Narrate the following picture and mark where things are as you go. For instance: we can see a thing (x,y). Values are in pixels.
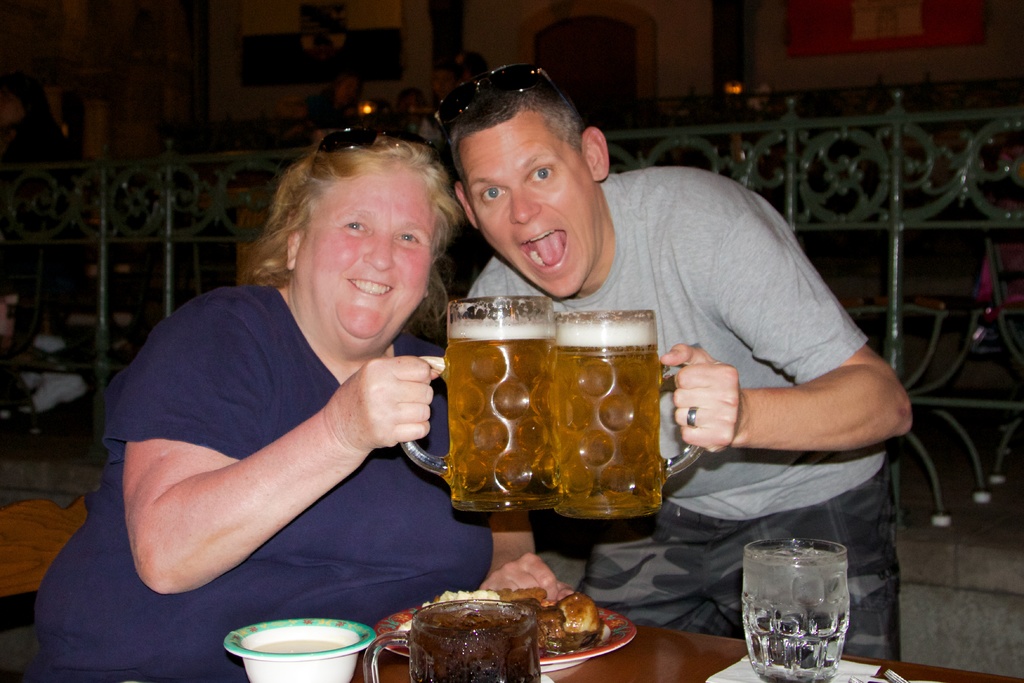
In the picture we can see a man (694,537) and a woman (256,396), woman (123,645) is sitting near the table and holding a mug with beer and man (681,540) is also holding a mug (629,485) with beer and in front of them we can see a part of the table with a plate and food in it and beside it we can see a bowl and a two glasses (787,670), one is with a drink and one is with water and behind the man (672,525) and woman (215,295) we can see a railing (819,226) and the part of the building (1015,43).
